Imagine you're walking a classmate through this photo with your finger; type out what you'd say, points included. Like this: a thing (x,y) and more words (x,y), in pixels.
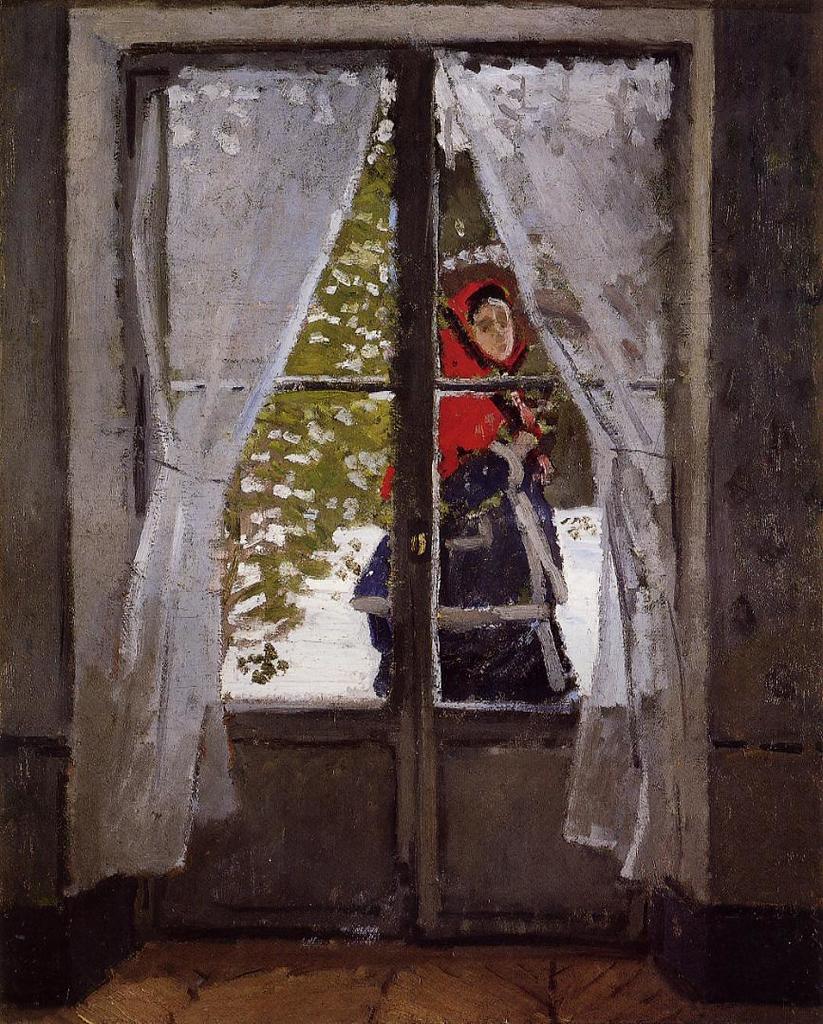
In this picture I can see this is a painting and there is a woman (452,546) standing behind the window (399,652), she is wearing a blue dress (498,511) and a red scarf (451,460). There is a tree (316,360) in the backdrop (293,395) and there are curtains (585,734) at the window (330,348).
